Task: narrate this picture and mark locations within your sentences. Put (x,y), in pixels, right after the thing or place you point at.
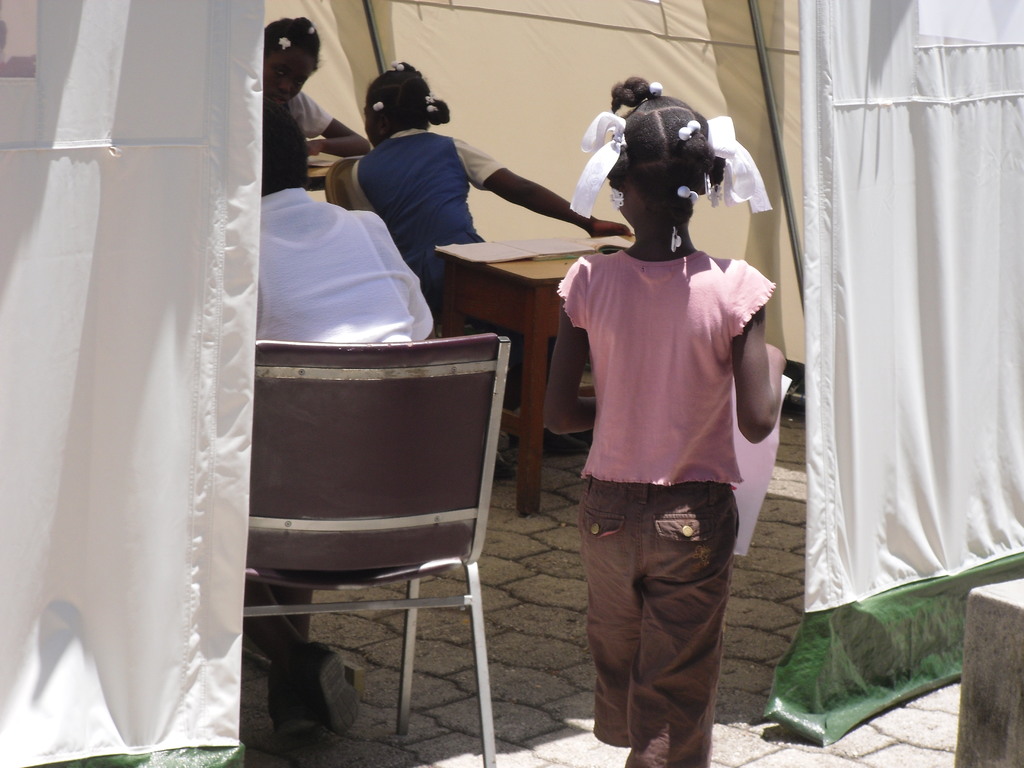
In this picture there is a girl (715,528) standing and holding a paper (744,504) in her hand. There are other girls (398,129). There is a table (498,303), chair (382,439). There is a person (384,309) sitting on the chair (390,473).
